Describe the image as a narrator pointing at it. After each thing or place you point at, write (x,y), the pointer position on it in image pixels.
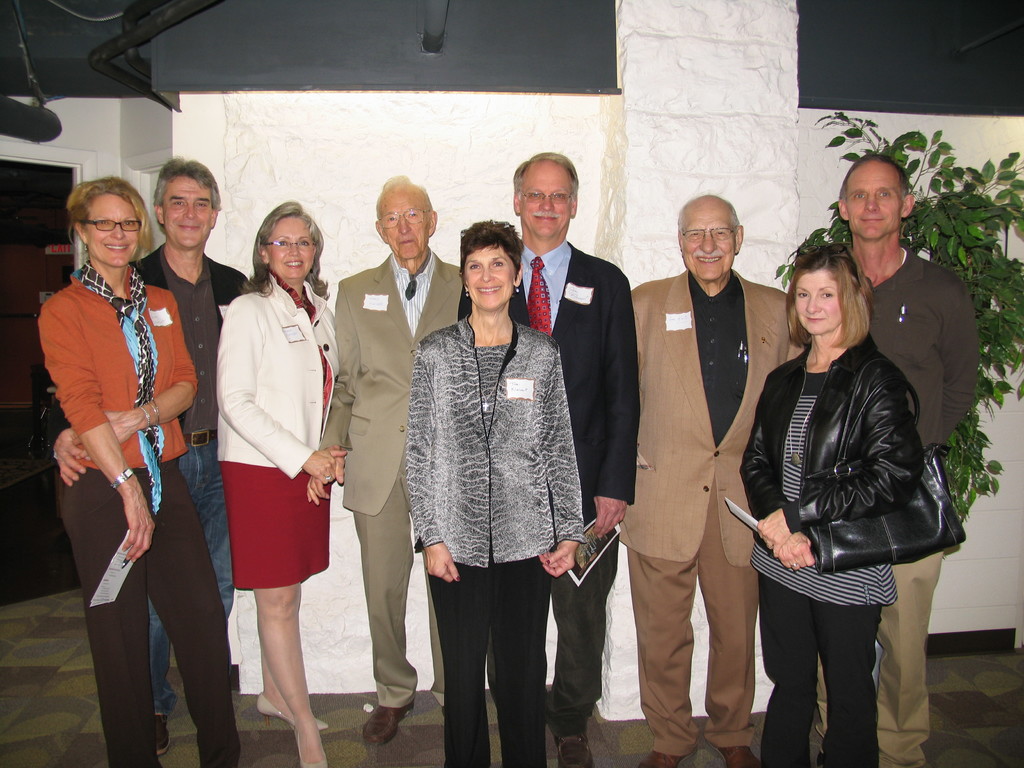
In this image we can see many people (526,391) standing. And some are holding something in the hand (603,508). One lady (769,545) is holding a bag (841,547). In the back (994,331) there is a plant (985,352) and a wall (583,125).
